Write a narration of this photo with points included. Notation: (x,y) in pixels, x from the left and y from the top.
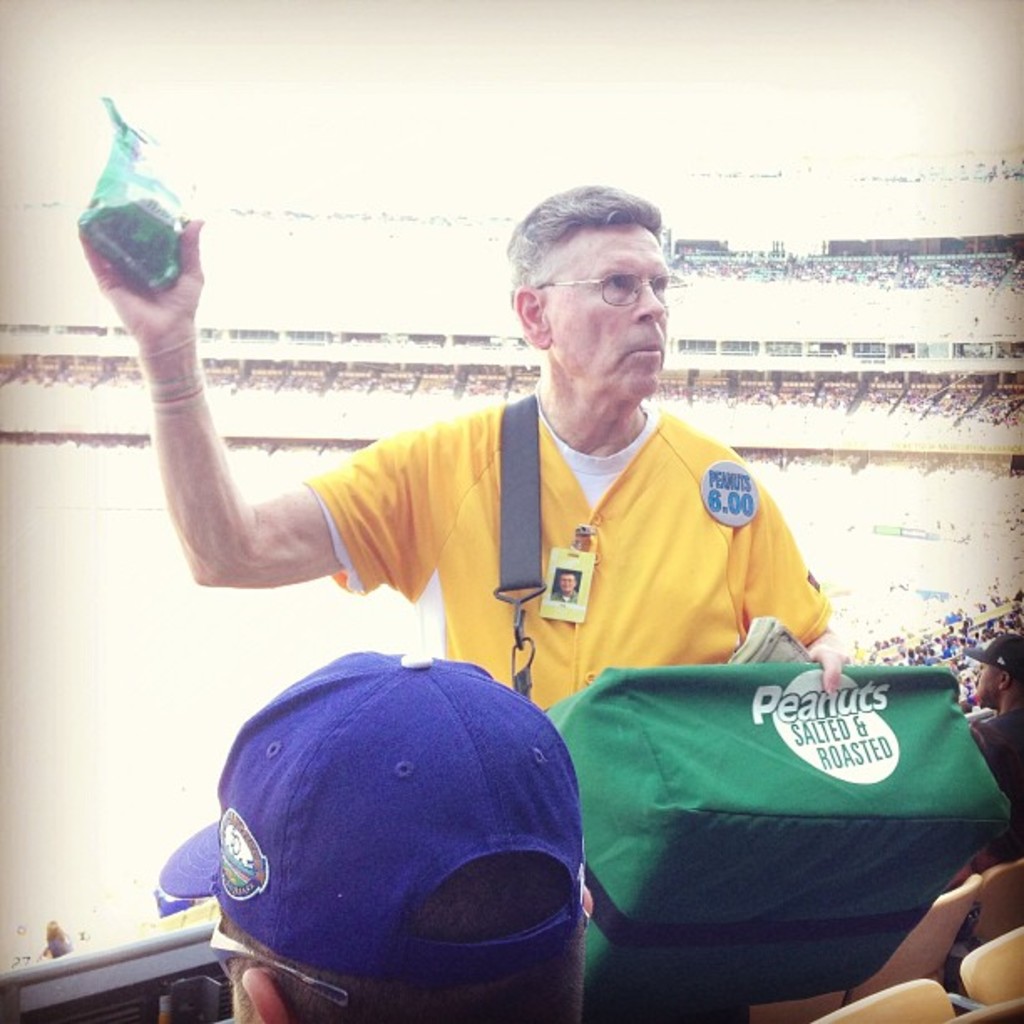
In this picture we can see a man (602,501) wore spectacles (665,275), carrying a bag (747,837) and holding a packet (165,220) with his hand (172,310) and in front of him we can see a person (242,877) wore a cap (256,774) and at the back of him we can see a group of people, chairs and in the background (76,732) it is blurry.
